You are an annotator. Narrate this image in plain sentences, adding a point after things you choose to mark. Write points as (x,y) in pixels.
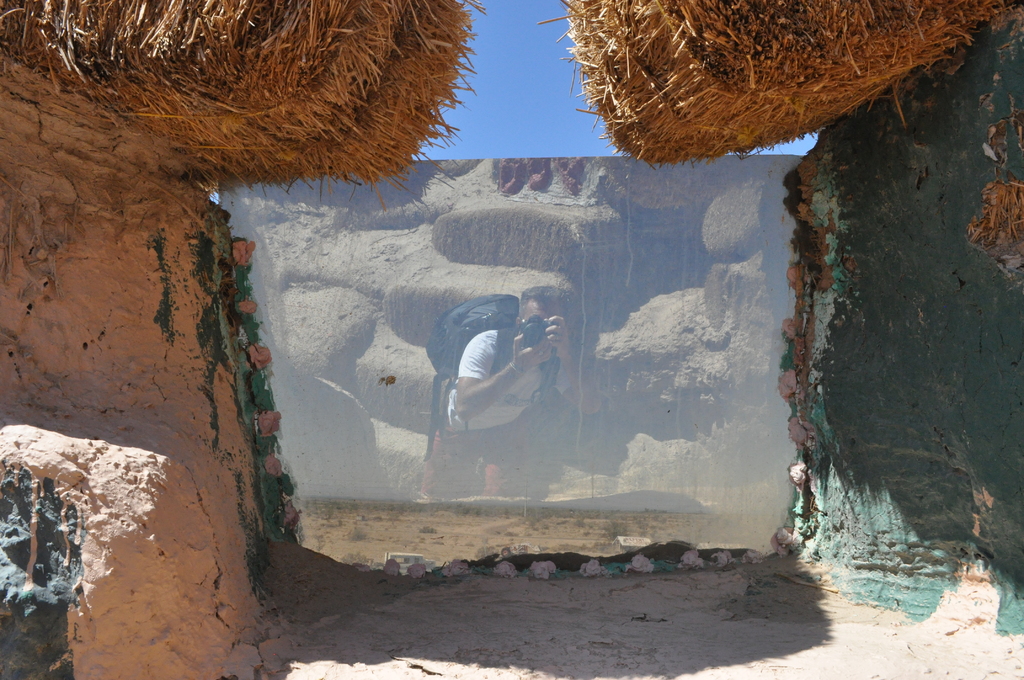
In the foreground of the picture (562,252) we can see rocks (207,441), mirror like object (447,261) and dry grass (155,76). In the mirror (515,357) we can see the reflection (501,362) of a person (494,360) holding camera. At the top (524,67) it is sky (507,85).
